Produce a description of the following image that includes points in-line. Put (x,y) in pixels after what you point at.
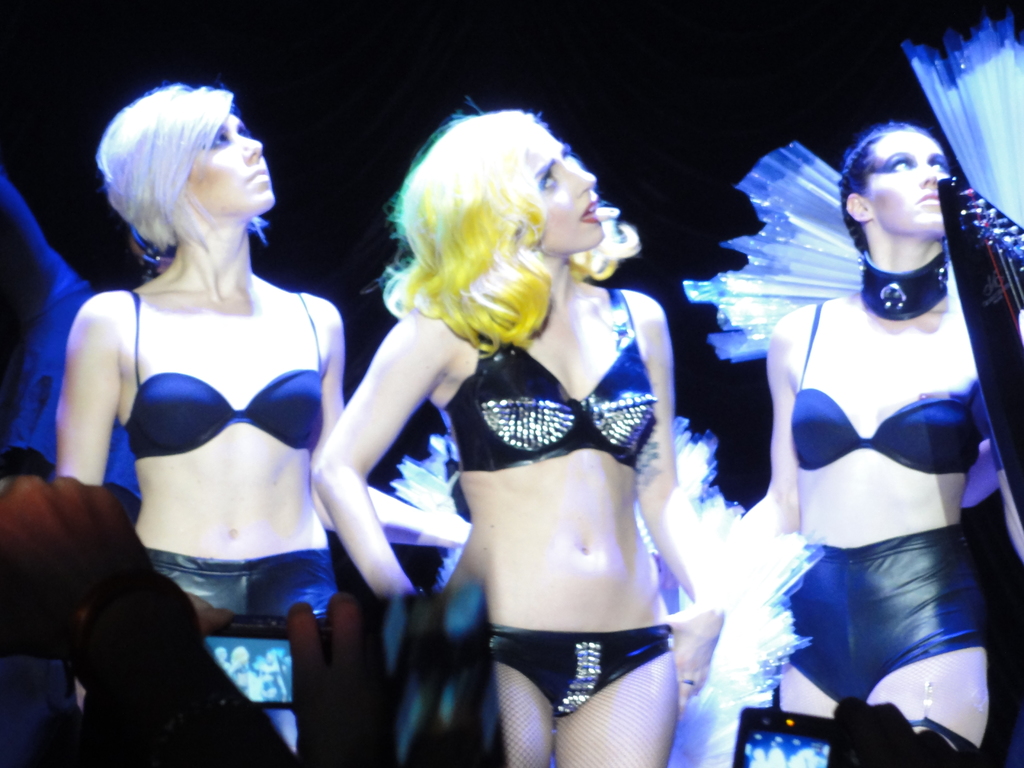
In the picture I can see women (439,375) wearing black color dress (835,414) standing and in the background (384,215) color is black.
